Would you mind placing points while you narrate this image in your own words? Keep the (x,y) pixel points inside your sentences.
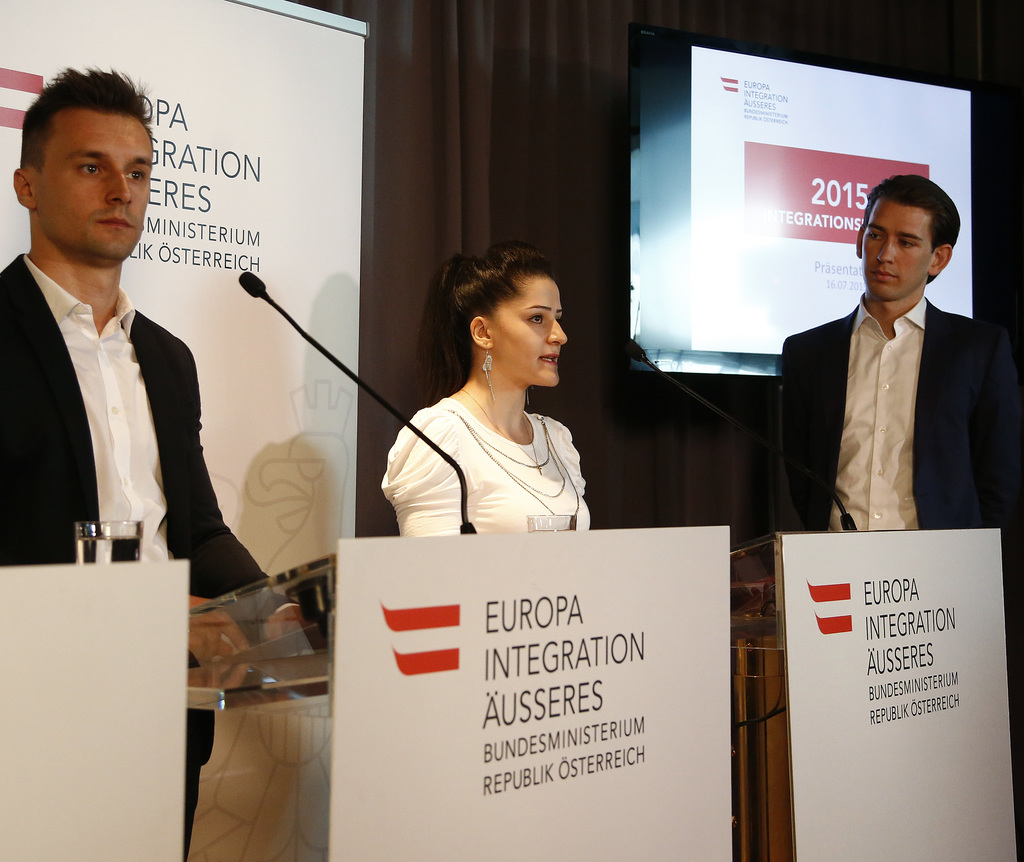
In this picture there are two persons (7,445) standing behind the podium (626,709) and there is a person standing at the right side of the image (902,383). There are microphones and there is a glass (128,540) and there are boards (490,547) on the podium (344,559). At the back (436,164) there is a hoarding (292,73) and there is a screen (699,151) and curtain (616,195).
